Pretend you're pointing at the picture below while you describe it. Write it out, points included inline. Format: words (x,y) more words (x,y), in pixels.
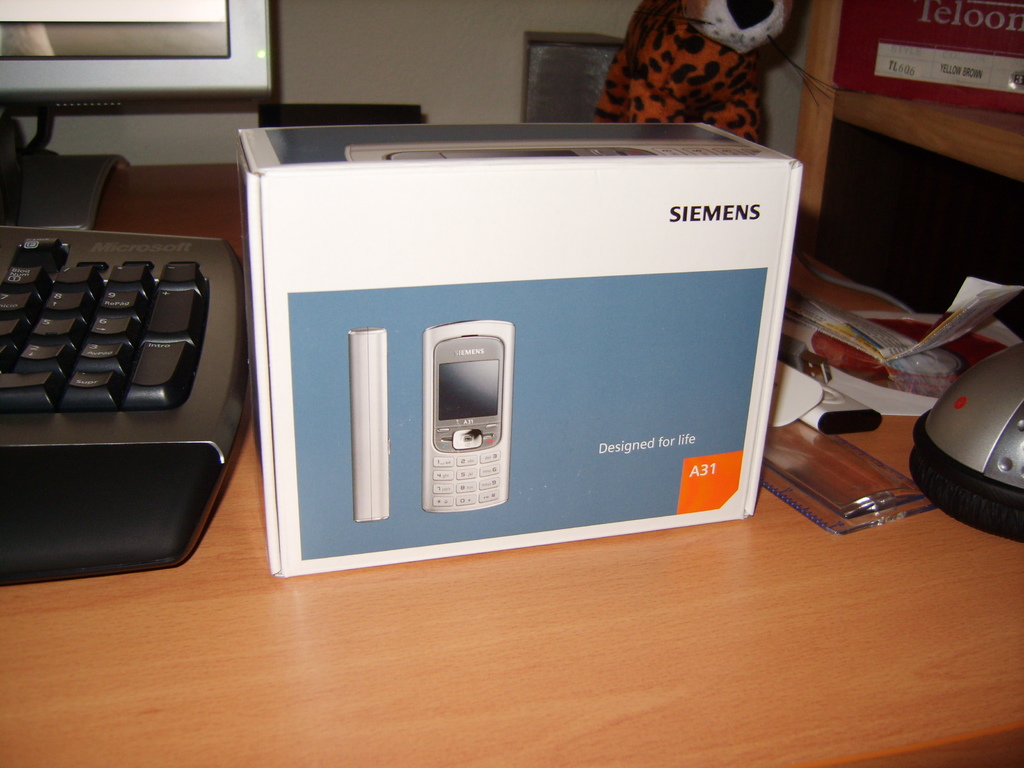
In the foreground of this image (628,360), there is a box (588,357) on a table (545,634). On right (871,487), there is a scale (850,470), cable (871,293) and a shelf (956,142). On left (146,40), there is a keyboard (117,266) and a monitor (147,57). On top, there is a toy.
